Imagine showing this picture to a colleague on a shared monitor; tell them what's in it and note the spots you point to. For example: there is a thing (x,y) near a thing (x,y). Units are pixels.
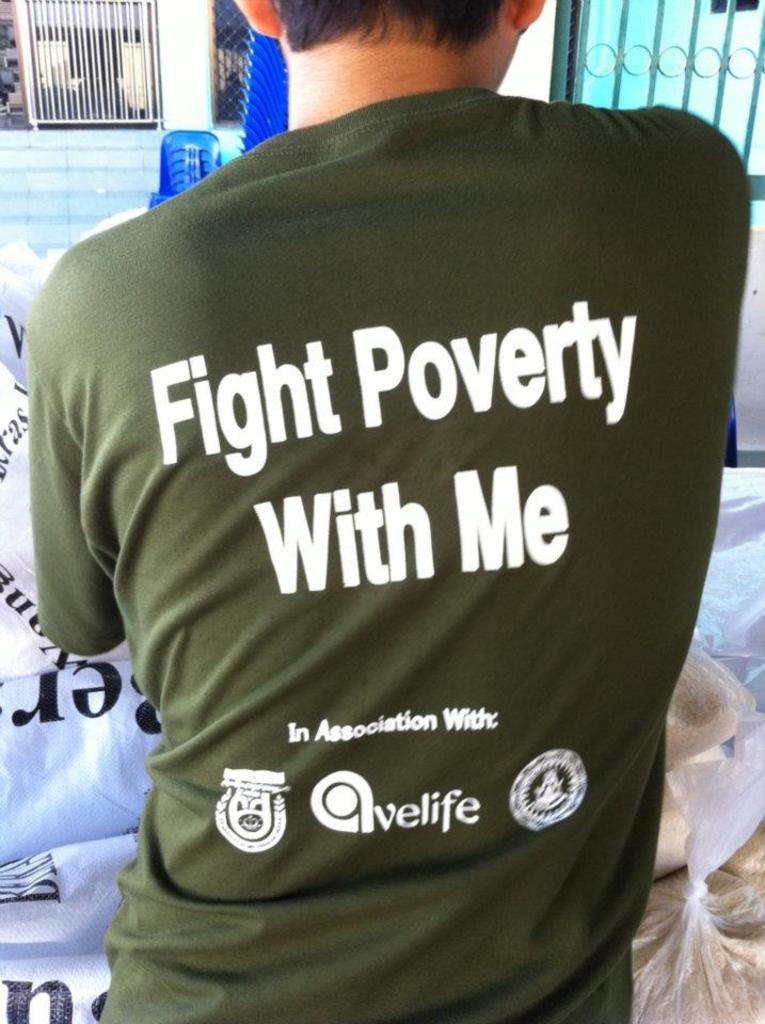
In this image I can see the person (195,330) wearing the green color t-shirt (277,693) and there is a name (375,549) fight poverty with me is written on it. In-front of the person (229,523) I can see many clothes (26,802) and plastic bags (723,869) with some items (729,882). In the background (35,17) I can see the railing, blue color chairs (205,157), stairs (112,209) and the door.
